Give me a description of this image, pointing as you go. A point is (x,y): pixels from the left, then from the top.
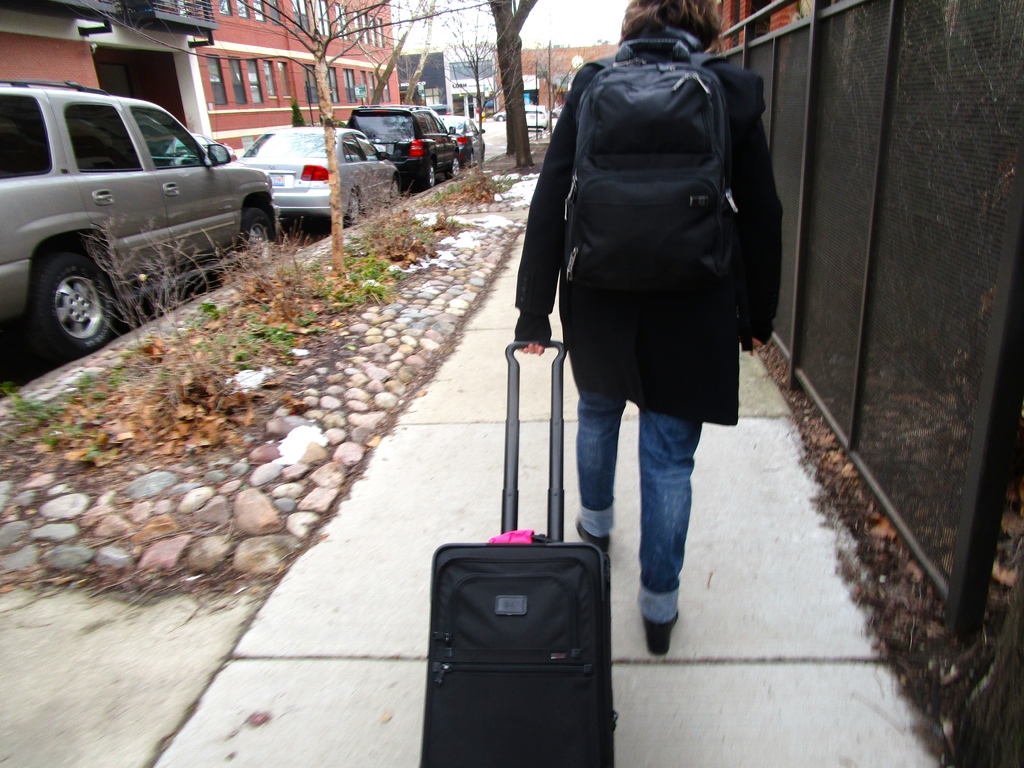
In this image woman (657,300) is walking on the sidewalk (436,469) carrying a luggage bag (531,600) and wearing a backpack (659,153) along with her. At the right side (863,195) there is a grill (971,473) black colour. On the left side (215,196) there are cars (292,163), red colour building (271,88) and dry grass (237,360) on the floor (231,372).
